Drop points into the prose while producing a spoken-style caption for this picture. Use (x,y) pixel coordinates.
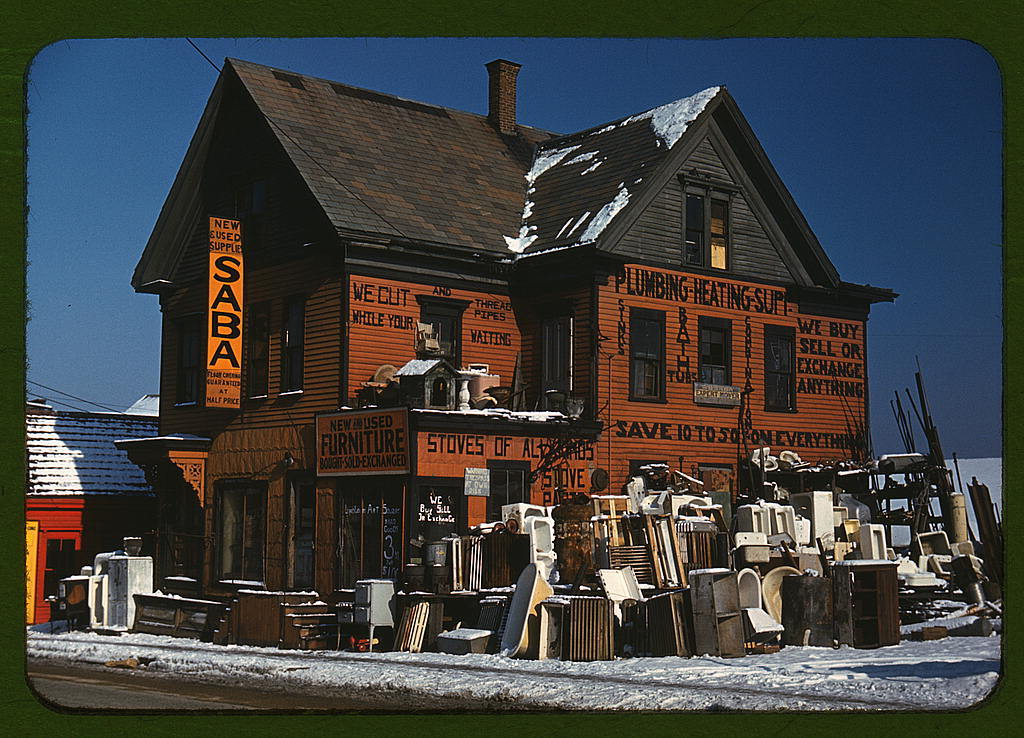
In this image, we can see some houses (342,336), boards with text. We can see the ground (173,679) with some objects (608,620). We can also see some snow (280,658), a few wires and the sky (974,130).
